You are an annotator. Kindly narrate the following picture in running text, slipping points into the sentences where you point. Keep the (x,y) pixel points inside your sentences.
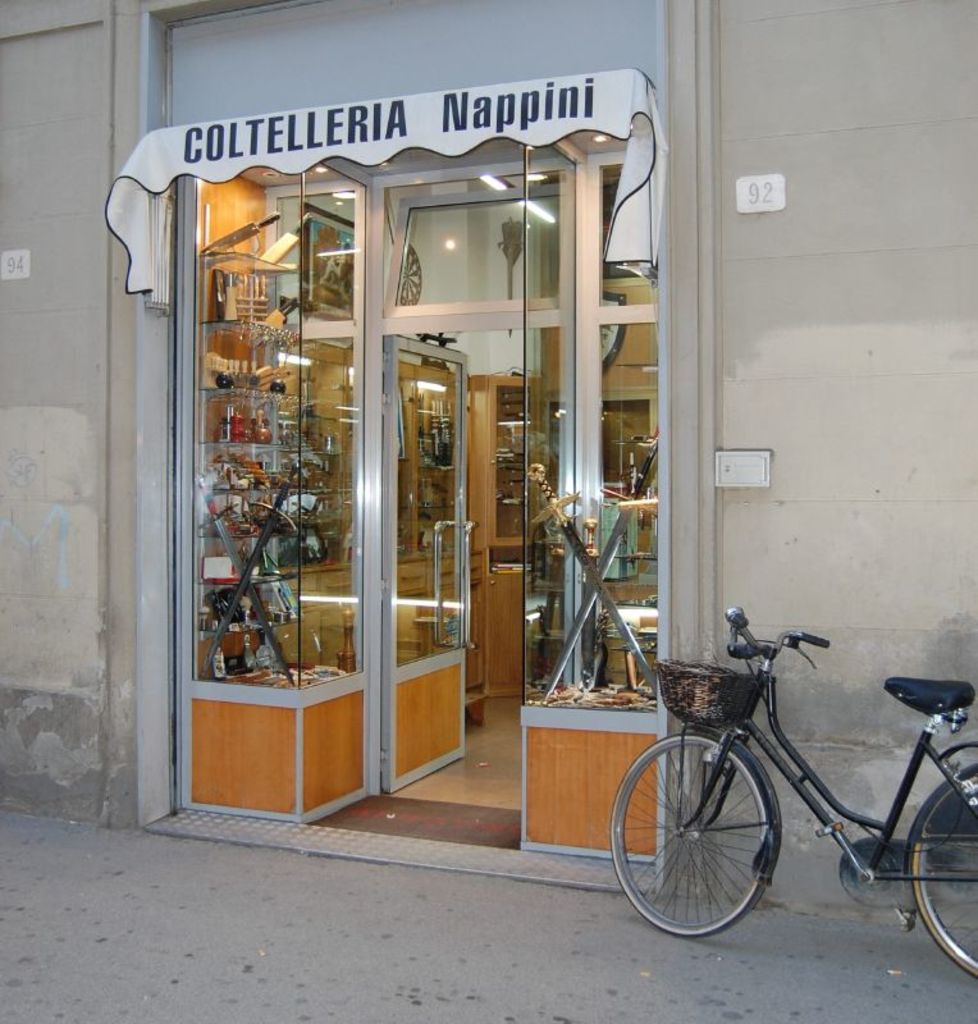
This picture shows a store (520,153). We see a bicycle (880,842) parked and we see few swords (273,513) and a name cloth (523,134) and we see numbers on the wall (36,256).
